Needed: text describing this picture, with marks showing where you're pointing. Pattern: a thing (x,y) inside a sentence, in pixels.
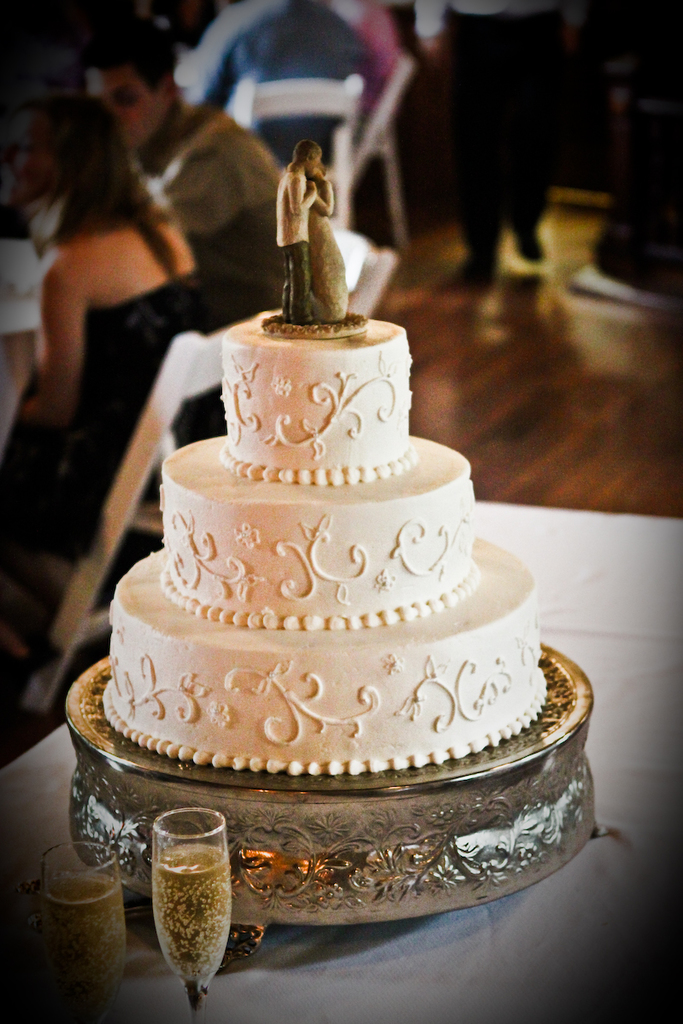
In this image, I can see a cake (438,705) and two wine glasses (111,938) with wine (169,893) are placed on a table (409,951). In the background (129,353), I can see few people (153,253) sitting on the chairs (198,347) and a person (483,212) walking on the floor (549,414).
